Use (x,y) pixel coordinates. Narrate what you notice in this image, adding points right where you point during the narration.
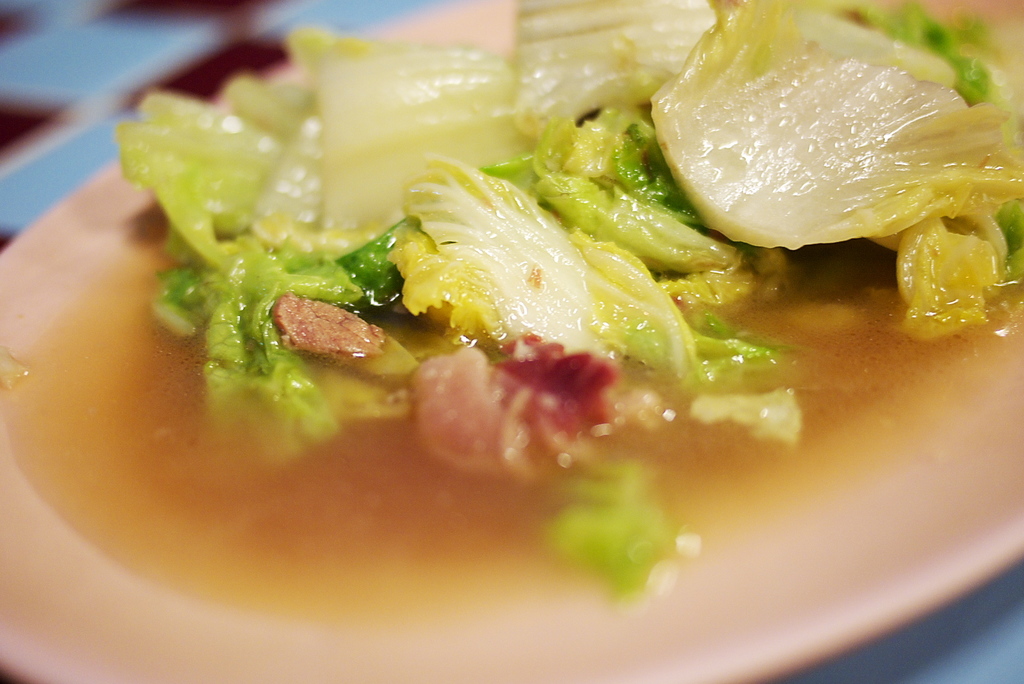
In this image in front (223,249) there is a food item (455,416) on a plate (748,560).
